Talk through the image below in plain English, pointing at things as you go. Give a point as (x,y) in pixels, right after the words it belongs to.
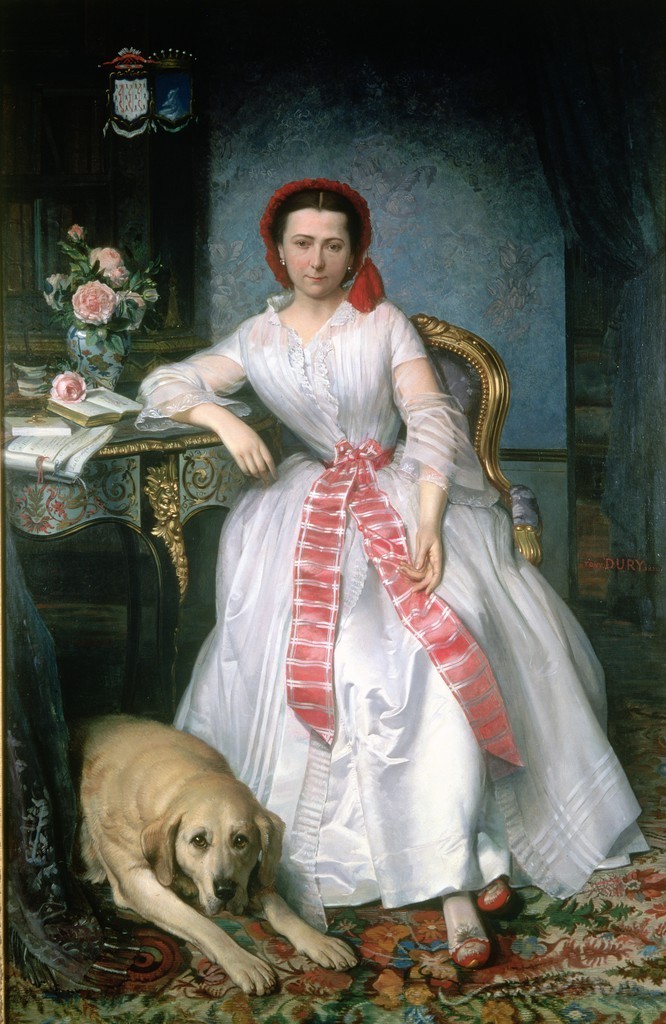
It is a painting, in this a beautiful woman (531,658) is sitting on the chair (526,557), she wore white color dress (545,580). On the left side (160,826) there is a dog (166,741) sitting on the floor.
